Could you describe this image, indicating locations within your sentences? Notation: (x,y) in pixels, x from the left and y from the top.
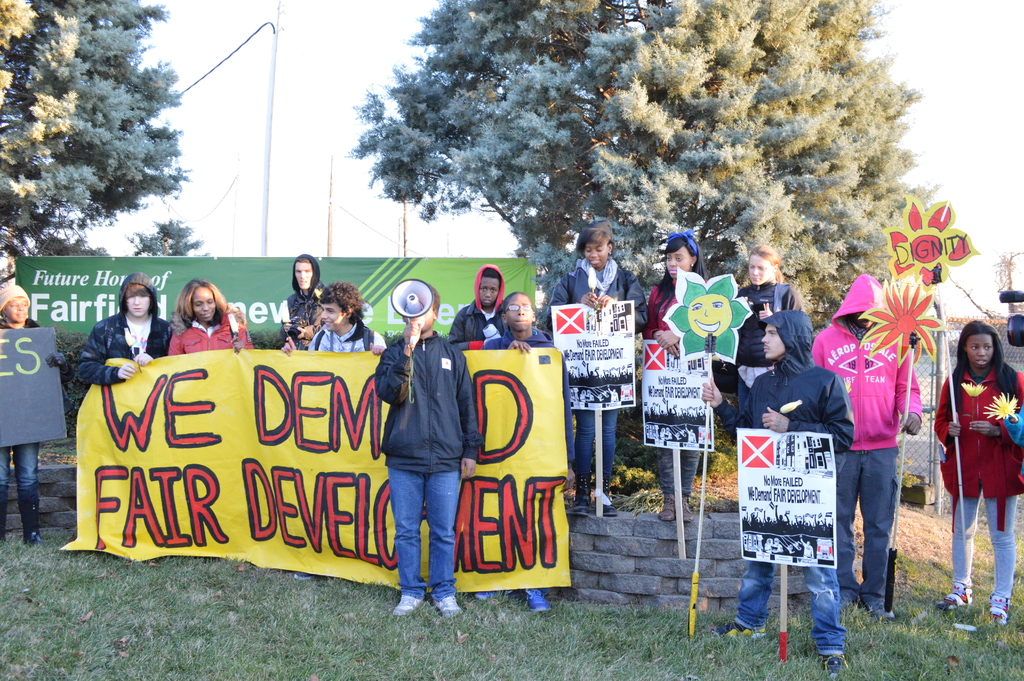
In this image there are people (393,396) holding the banners (552,470) and placards (31,393). At the bottom of the image (401,655) there is grass (966,612) on the surface (679,610). In the background of the image (593,176) there are trees (718,163), poles (331,214) and sky (340,52).
